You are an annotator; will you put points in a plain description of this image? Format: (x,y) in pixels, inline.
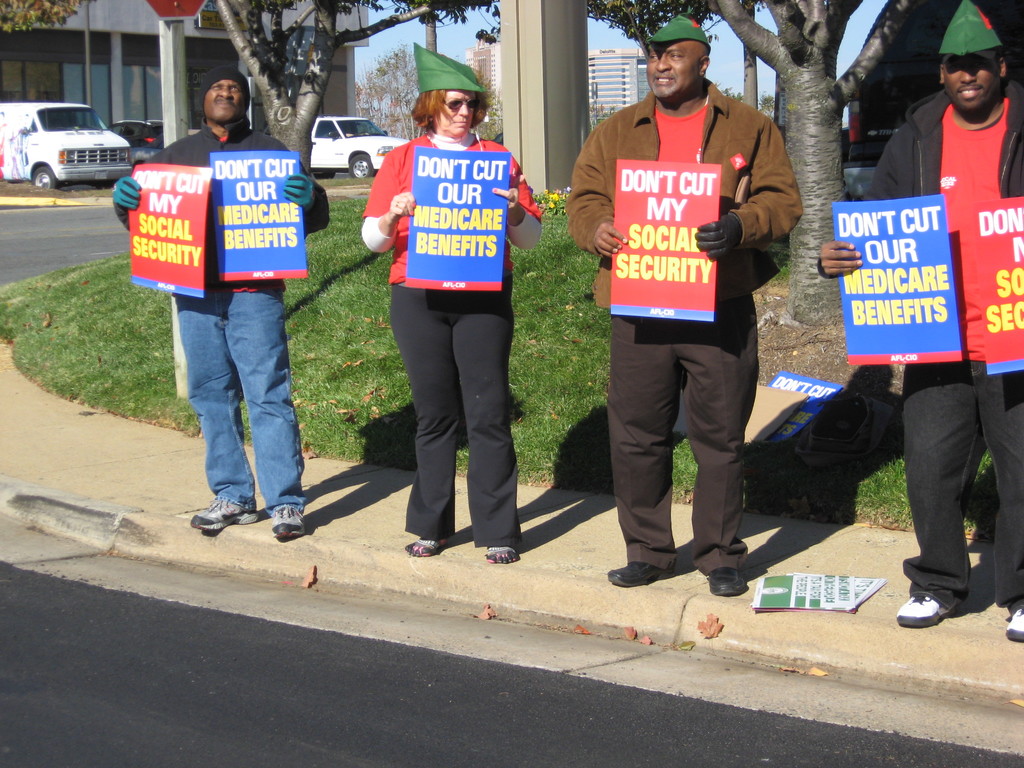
In this image there are four persons (237,81) holding placards (294,269) standing beside the road (169,579), on which there is a text (153,221), behind them there are trees (812,47), pillar (550,40), building (488,40), sky (392,40), vehicles (2,117) visible.
